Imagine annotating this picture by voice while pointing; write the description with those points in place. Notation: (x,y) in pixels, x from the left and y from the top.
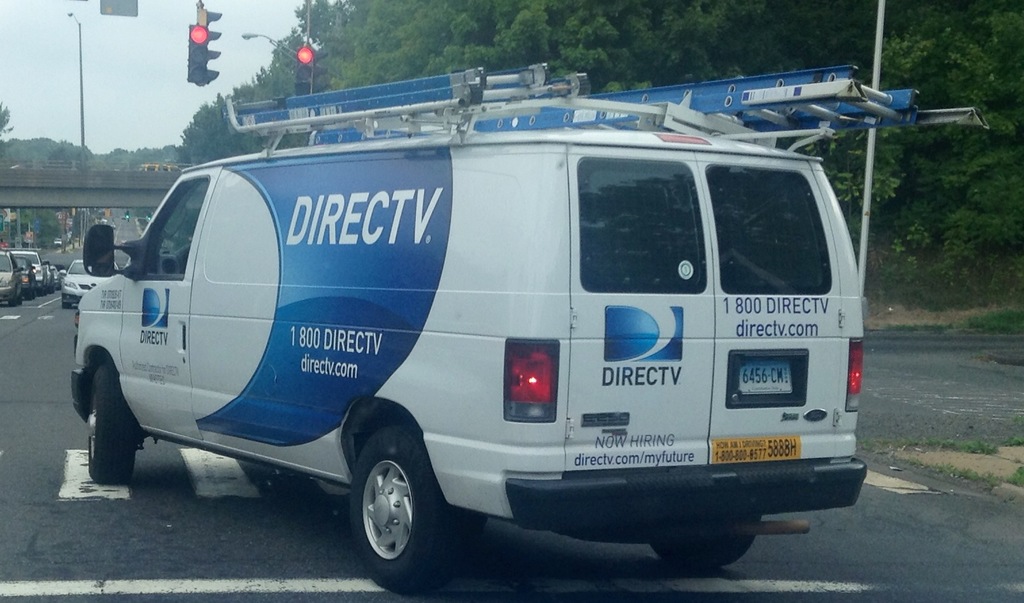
In this image I can see a road (704,581) in the front (94,289) and on it I can see number of vehicles (166,308). In the centre of the image (342,375) I can see something is written on the one vehicle (376,321). In the background (627,62) I can see number of trees (704,70), few poles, a street light (78,33), few signal lights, a bridge (172,175) and the sky (127,119). On the right side of the image (925,317) I can see grass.
